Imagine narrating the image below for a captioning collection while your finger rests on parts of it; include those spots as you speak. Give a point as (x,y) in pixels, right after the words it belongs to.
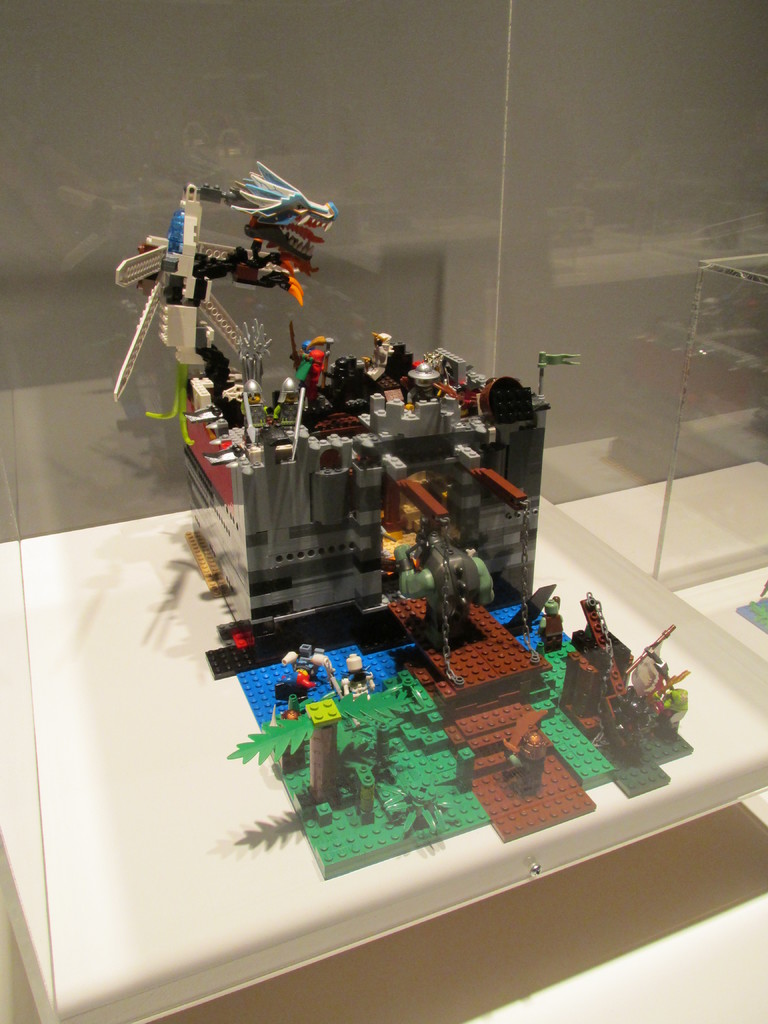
In the center of the image (428,493) there is a lego (291,198) on the white color surface (72,594). In the background of the image (276,79) there is a wall (218,74).
